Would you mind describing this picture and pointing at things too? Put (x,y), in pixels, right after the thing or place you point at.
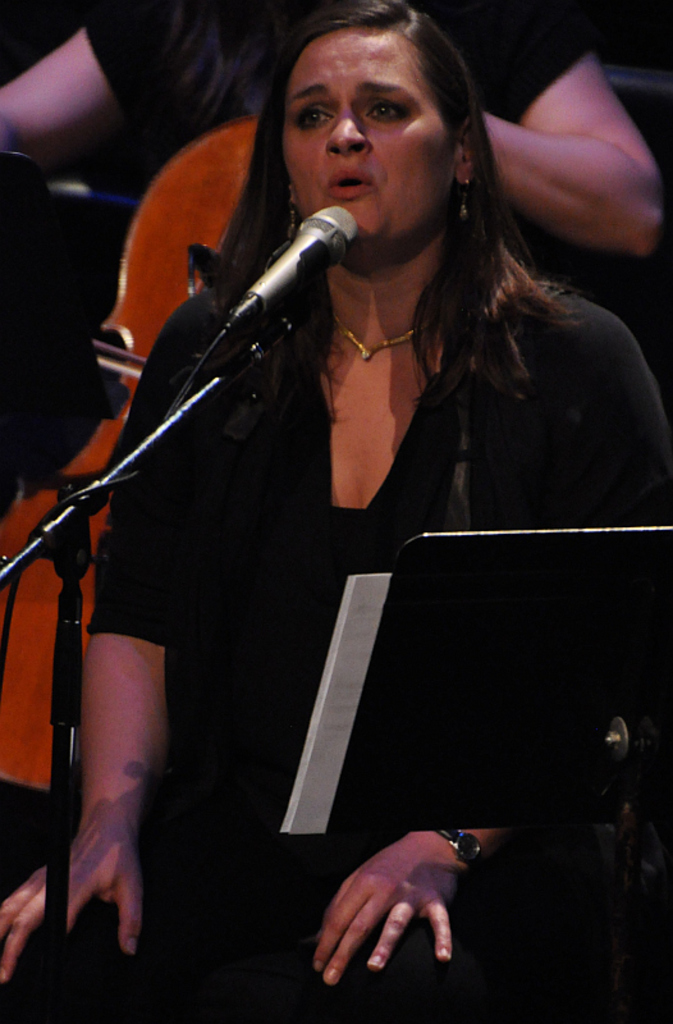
In this image I can see two people (355,416) with black color dresses (314,420). I can see one person (318,560) sitting in-front of the mic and stand (505,747). I can see the papers (345,698) on the stand (369,673). I can see one more person (571,103) playing the musical instrument (167,316) and there is a black background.
